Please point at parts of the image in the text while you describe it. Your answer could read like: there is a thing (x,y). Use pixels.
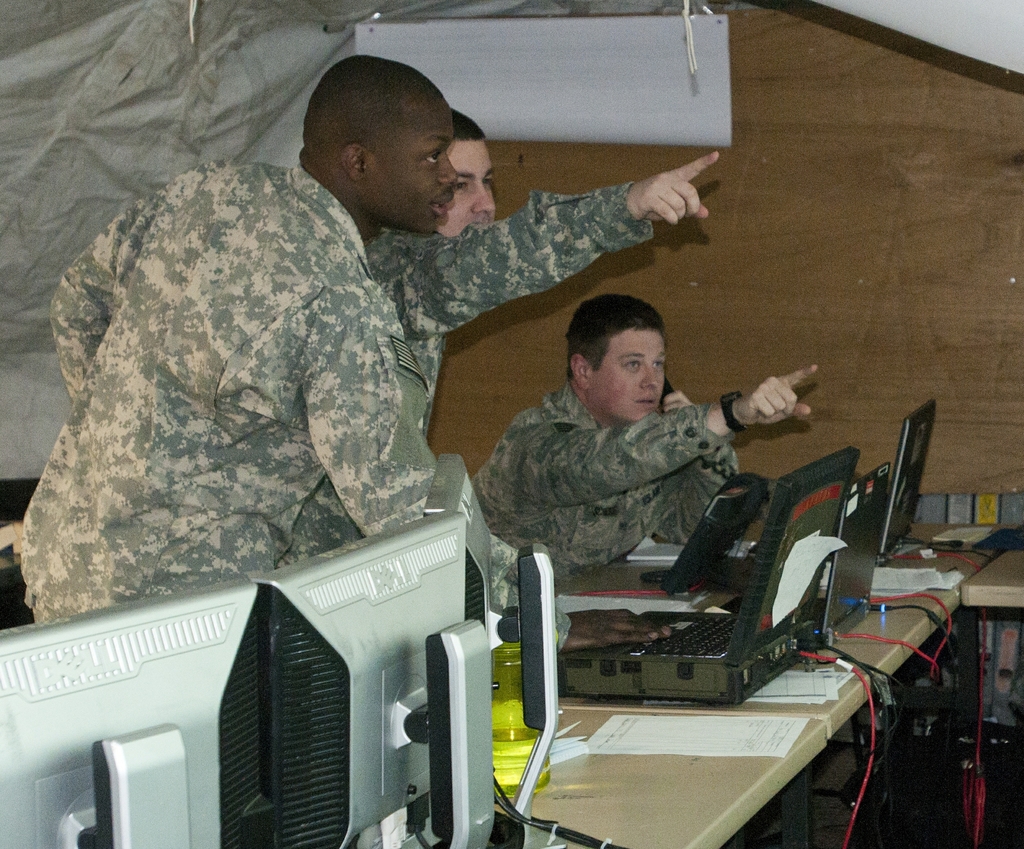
Two men (365,342) are standing, a man (565,448) is sitting. There are monitors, papers (711,719), laptop (794,664) is present on the table (805,711).
